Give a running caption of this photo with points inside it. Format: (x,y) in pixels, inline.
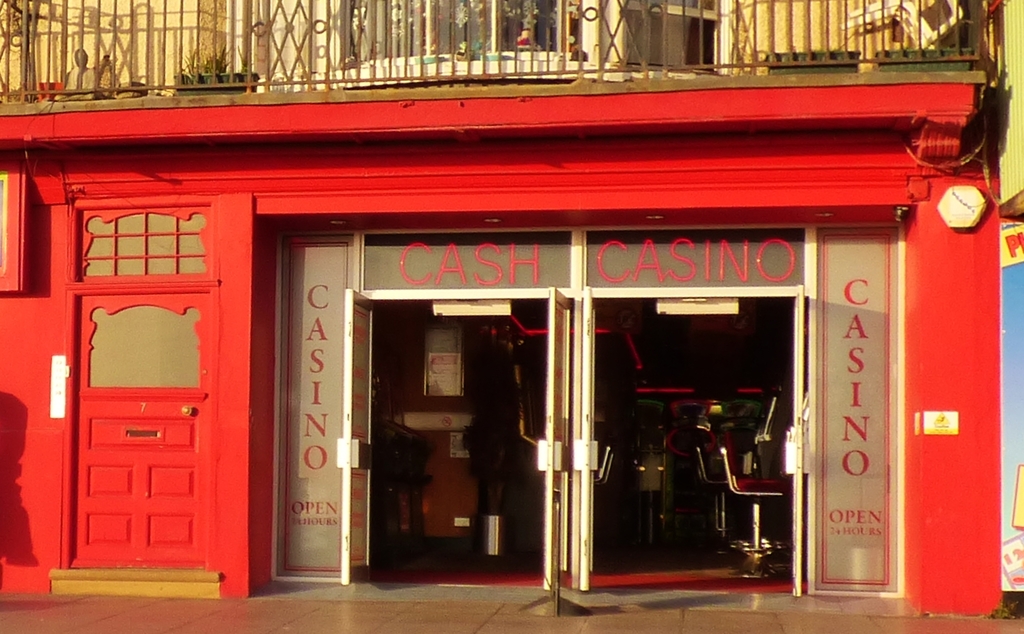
In this picture we can see store (671,457), doors (195,399), grille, chairs (707,459), boards (1014,279), hoarding (1023,231) and things (653,433). Behind the grill (64,10) there is a plant (185,68).
